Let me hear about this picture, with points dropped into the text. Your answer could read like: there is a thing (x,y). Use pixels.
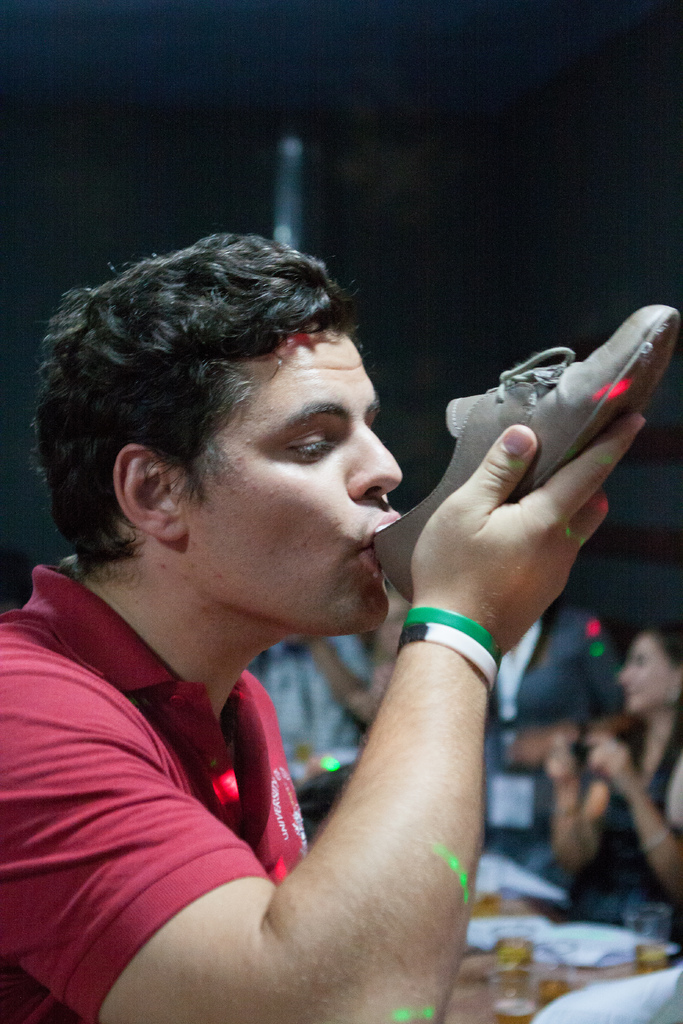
In this image there is a man (194,458) holding a shoe (661,362), which is touching to his mouth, beside him there are so many other people (668,853).
